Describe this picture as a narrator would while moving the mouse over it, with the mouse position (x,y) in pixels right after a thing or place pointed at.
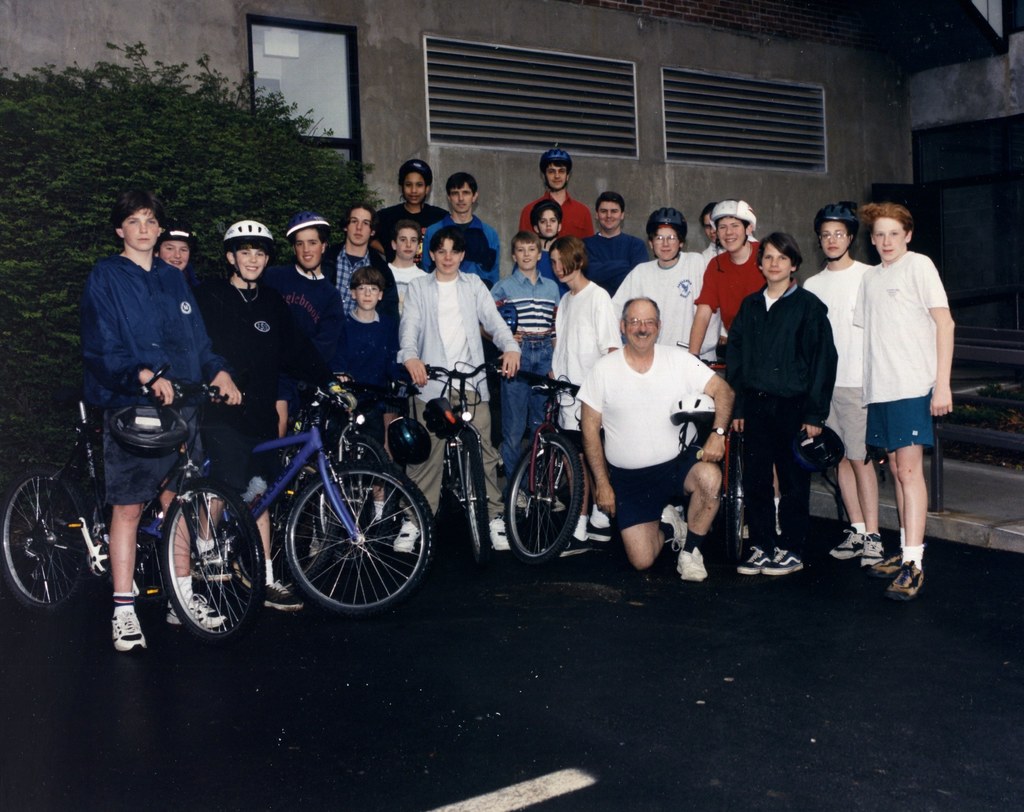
A group of people (360,244) are posing to camera with few bicycles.
